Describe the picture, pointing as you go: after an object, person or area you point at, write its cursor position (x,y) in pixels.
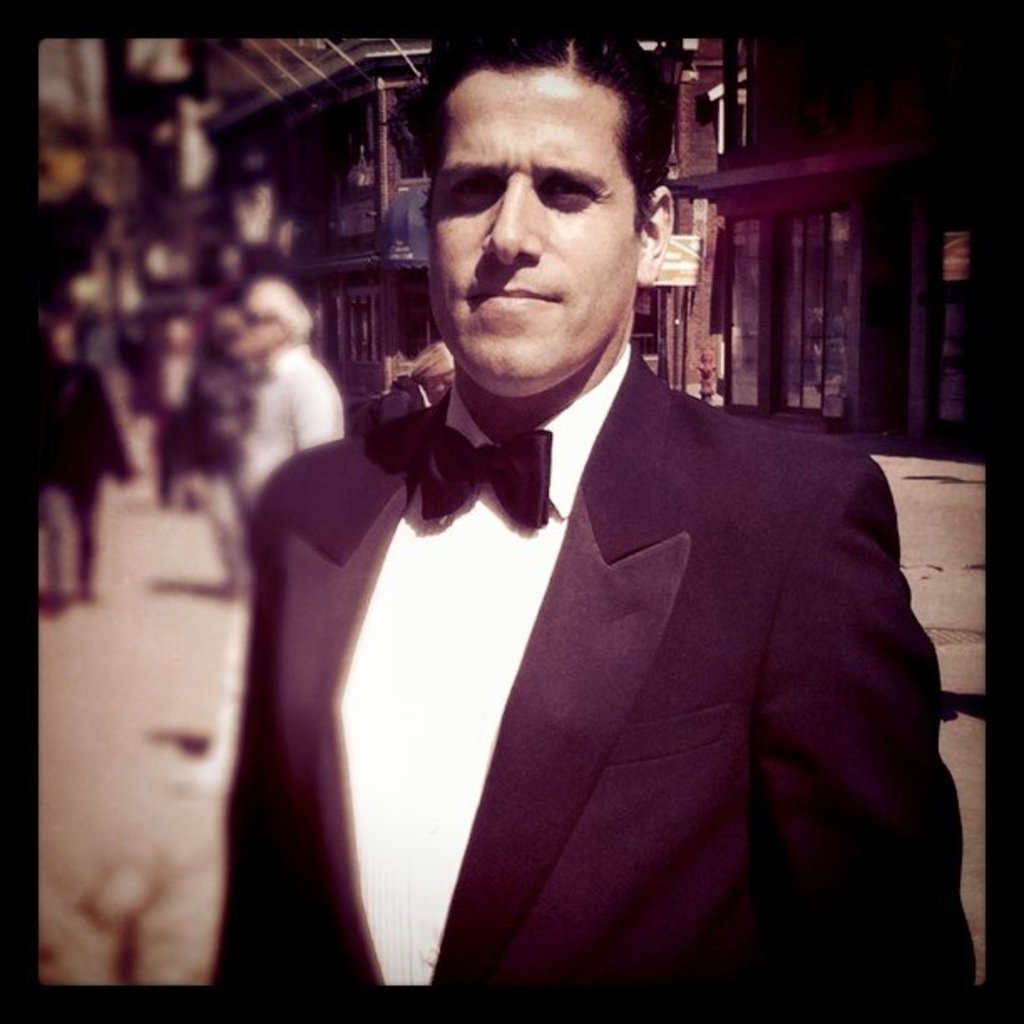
In this picture there is a man (464,390) who is wearing a suit (615,867). In the back (848,288) I can see the building (848,288). On the left (81,399) I can see some people (158,413) who are standing on the street (207,568).
